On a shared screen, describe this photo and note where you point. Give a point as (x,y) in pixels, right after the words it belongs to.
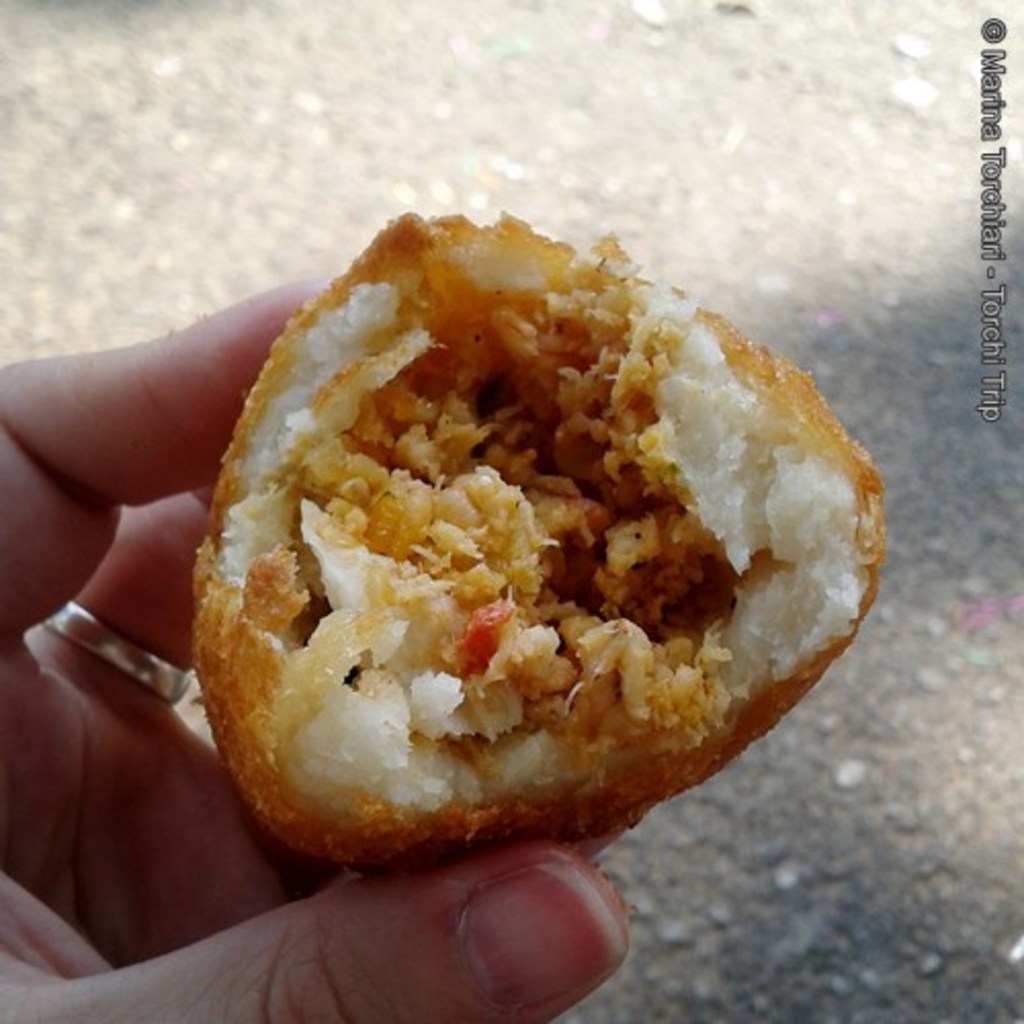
In this image there is one person's hand (148,714) is visible, and the person (160,539) is holding some food item (367,594). And in the background (730,308) there is a walkway (874,734), and on the right side of the image (986,28) there is text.
